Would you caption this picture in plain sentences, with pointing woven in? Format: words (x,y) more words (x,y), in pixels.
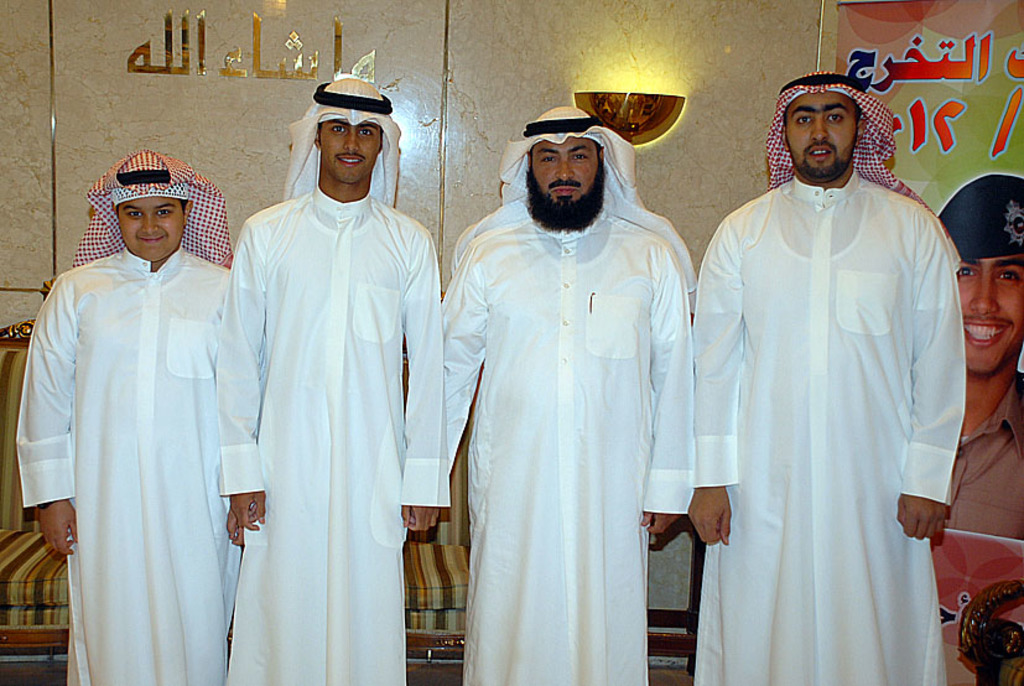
Front these four people (231,474) are standing. Background (946,66) there is a light (612,116) on the wall (575,79), hoarding (951,94) and couch (27,563).
